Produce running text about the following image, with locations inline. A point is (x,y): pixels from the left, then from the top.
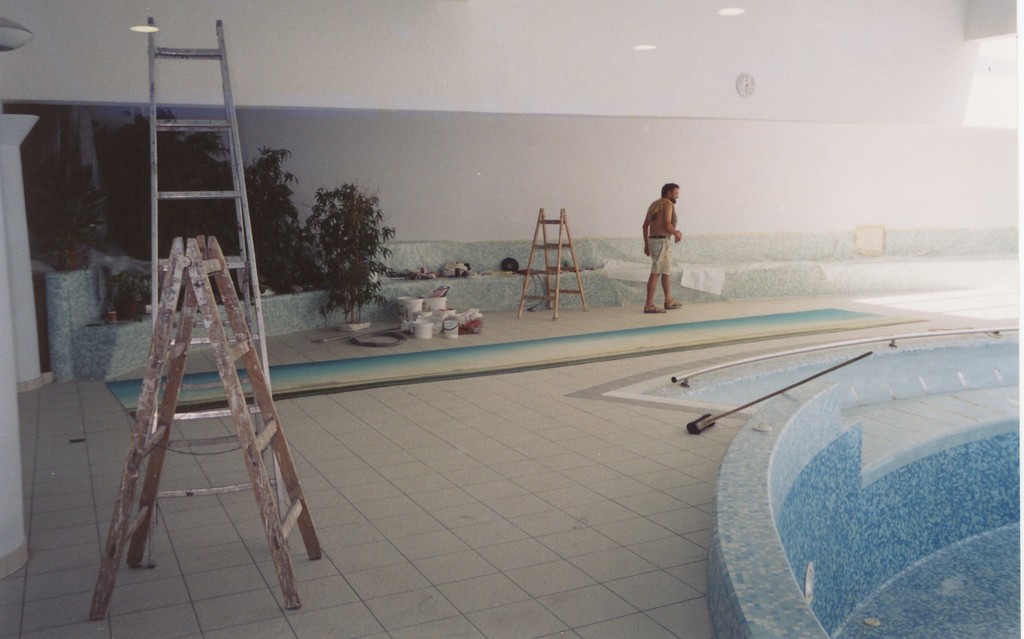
In this picture we can observe a man (650,248) on the floor (564,439). On the right side (872,512) there is a swimming pool (841,551) without water. We can observe ladders (154,242) on the left side (176,342). There are some plants (290,245). In the background (444,168) there is a wall (610,163) which is in white color.
